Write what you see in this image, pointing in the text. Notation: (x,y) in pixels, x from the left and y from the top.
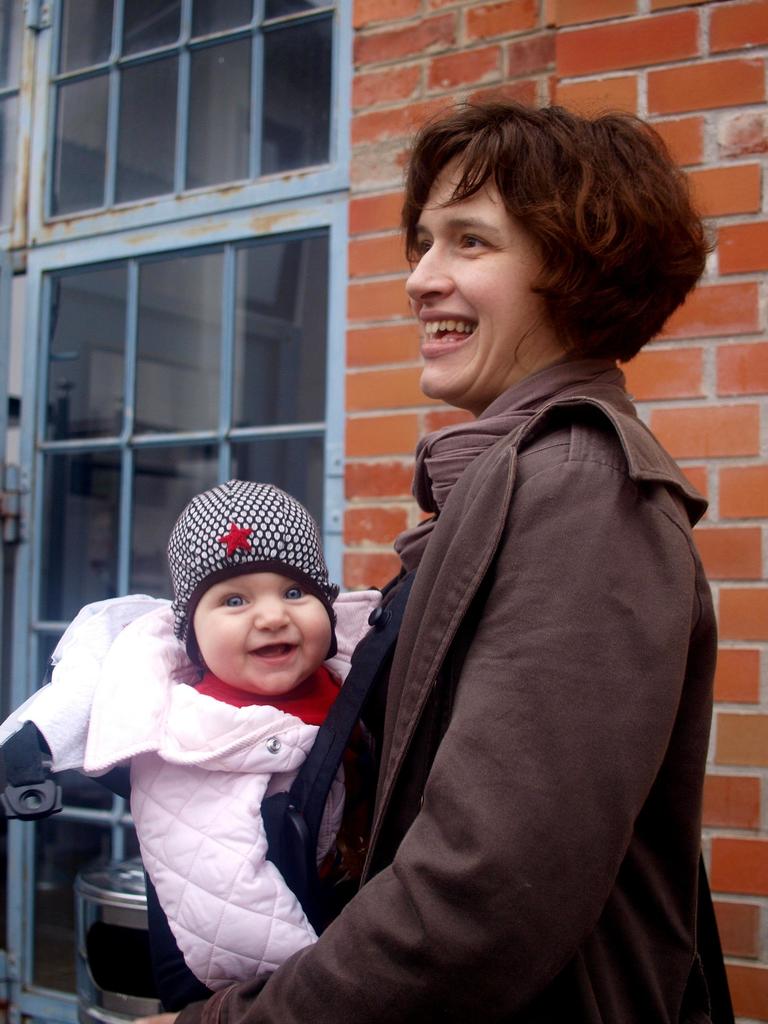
In this image I can see a person (442,550) holding a baby (256,700). They are wearing different color. Back I can see the brick wall (393,162) and glass windows (286,233).
